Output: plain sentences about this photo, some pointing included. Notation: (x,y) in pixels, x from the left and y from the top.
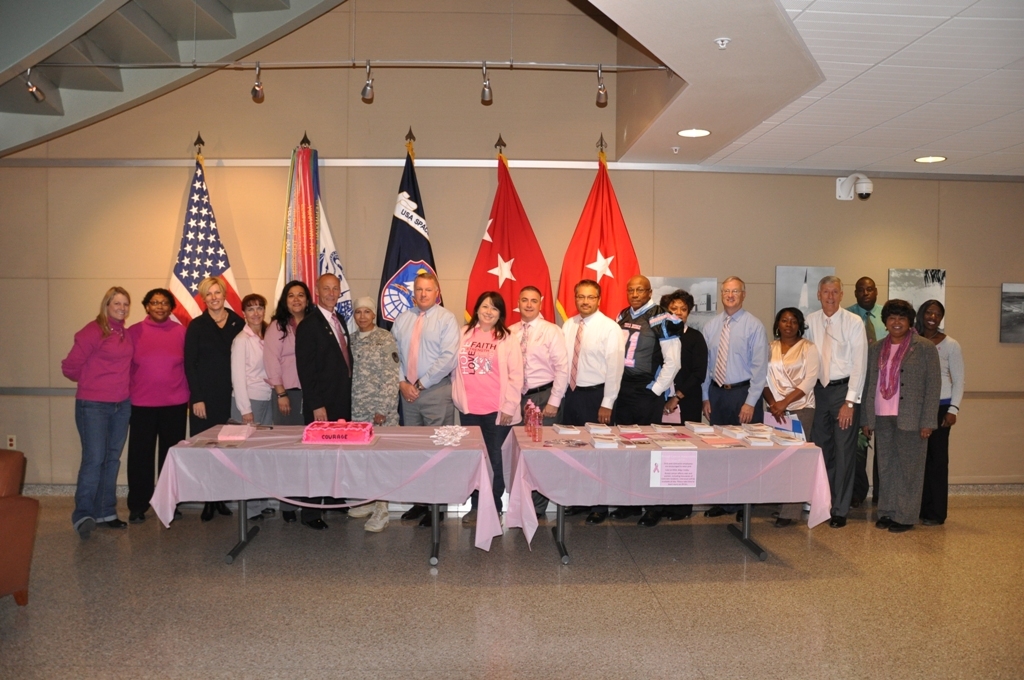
in the picture there are many people (337,342) standing in front of table (343,462), there are many flags (342,288) back of them on the wall (450,305).
